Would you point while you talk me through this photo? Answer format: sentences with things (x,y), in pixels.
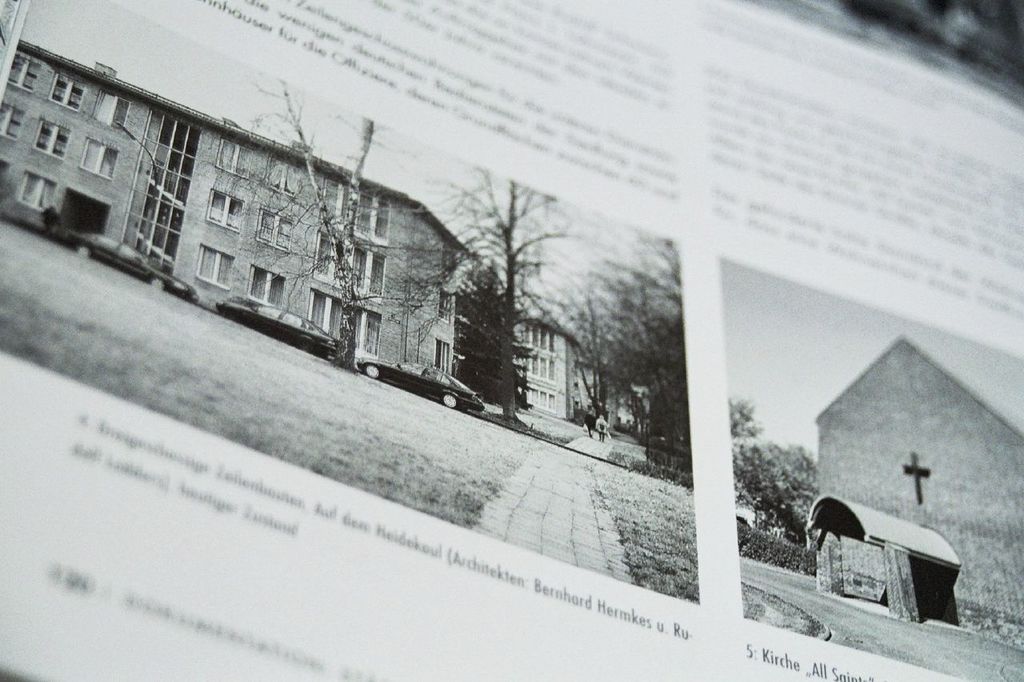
In this picture we can see a paper (728,183), there are two pictures (772,458) and some text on this paper (581,80), in this picture we can see buildings (392,321), trees (593,372), cars (389,371) and grass (387,394), in this picture we can see trees (777,469) and a wall (821,464).
